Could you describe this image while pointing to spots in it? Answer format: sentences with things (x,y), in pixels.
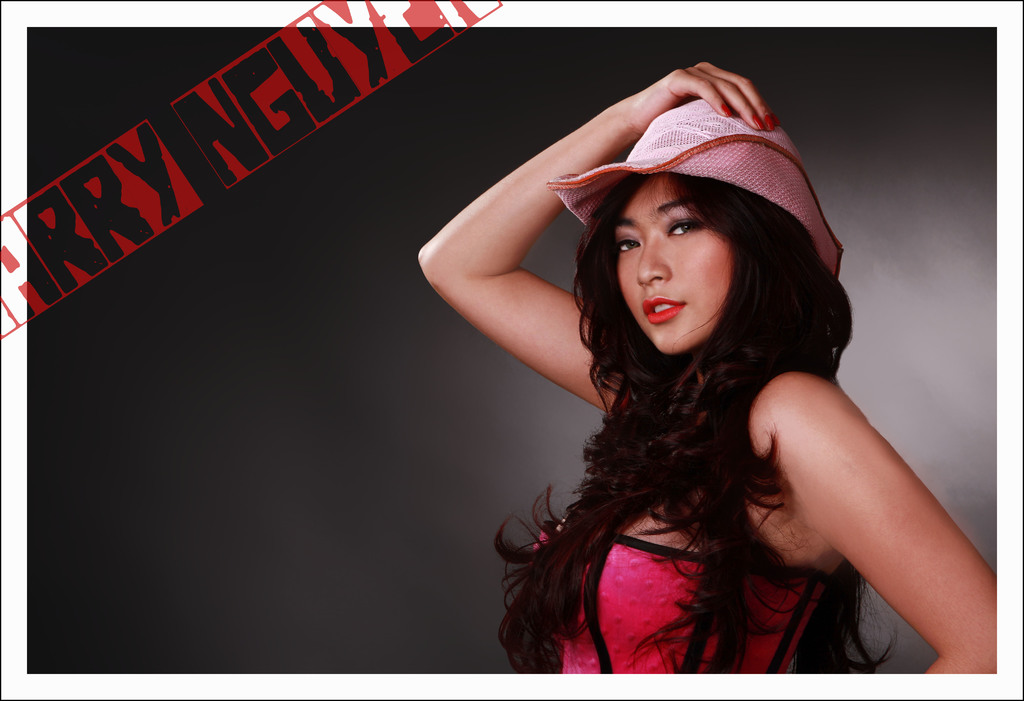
In the picture we can see a woman (886,576) giving a pose, she is with a pink top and hat (815,203).
